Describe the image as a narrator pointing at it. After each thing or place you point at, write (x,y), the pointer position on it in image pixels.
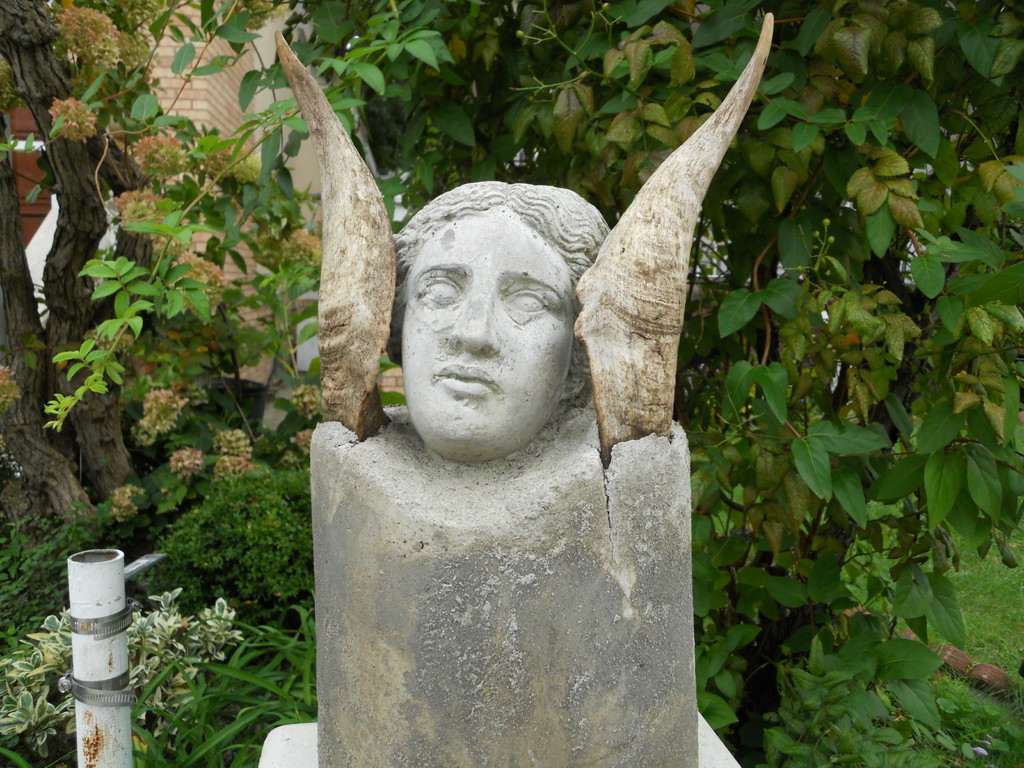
This picture is taken from outside of the city. In this image, in the middle (429,389), we can see a statue (458,471). On the left side (106,653), we can see a pole (83,576). In the background (787,173), we can see some trees (385,115), plants (271,306), flowers (148,139) and a brick wall (238,91).
